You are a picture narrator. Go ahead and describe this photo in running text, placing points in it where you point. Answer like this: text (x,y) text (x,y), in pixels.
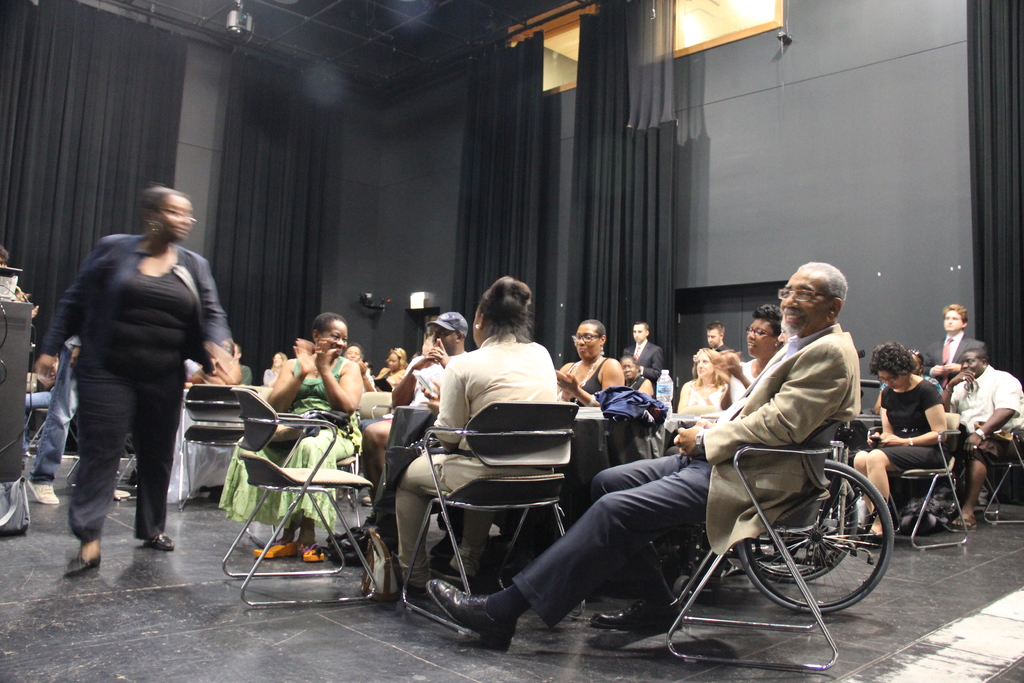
In this picture we can see a group of people (793,327) sitting on chairs (541,426) and a person (167,208) walking on the floor (190,631), bottle (665,399), table (648,447) and some objects (627,416) and in the background (875,195) we can see curtains (648,176), walls (570,93).
